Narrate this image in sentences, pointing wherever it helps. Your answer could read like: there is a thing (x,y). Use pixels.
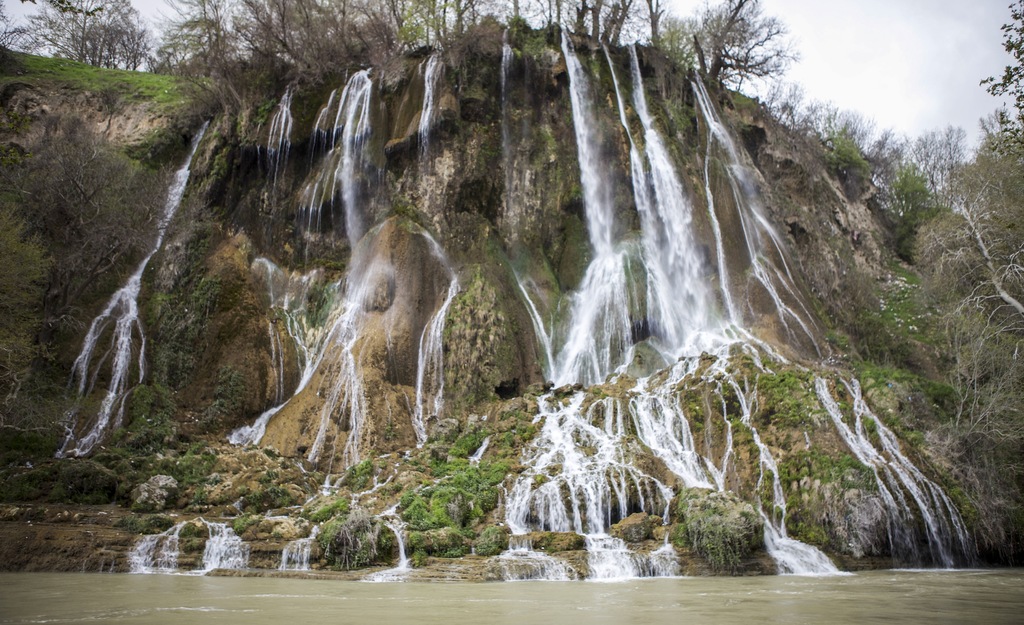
This image consists of a waterfall (550,431). At the bottom (458,610), there is water (129,601). In the front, we can see small plants (854,369) and grass (477,432). At the top (876,76), there are trees (708,45) and sky (910,64).
